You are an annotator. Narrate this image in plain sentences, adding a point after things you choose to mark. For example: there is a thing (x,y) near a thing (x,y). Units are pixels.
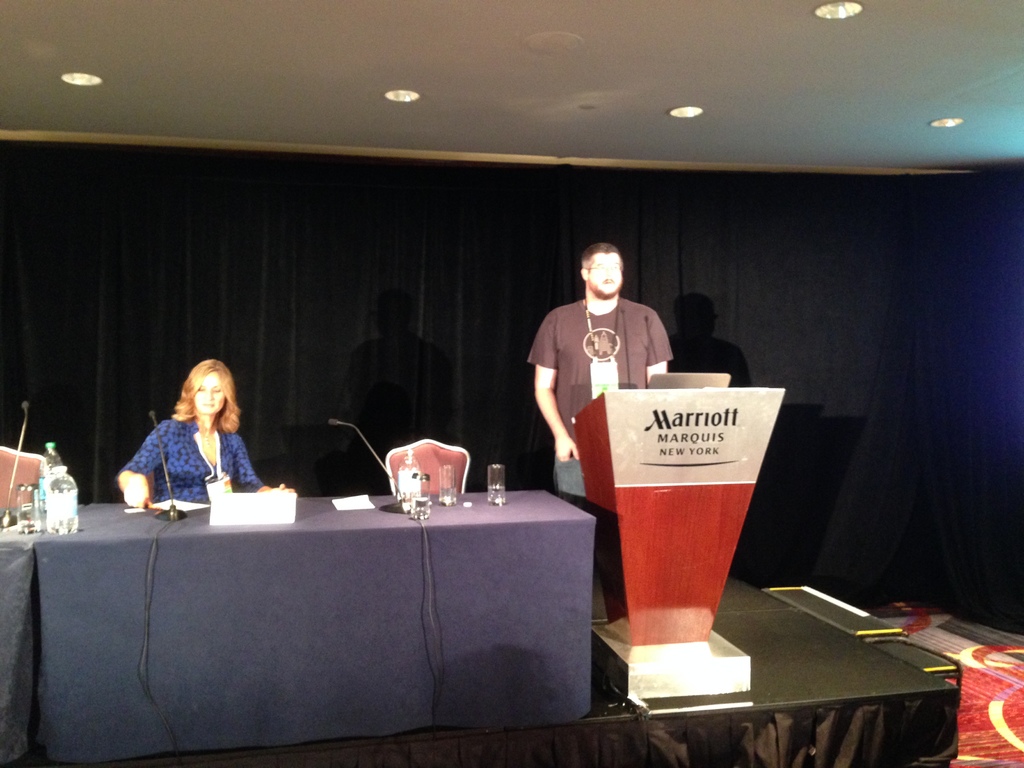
This is the picture of a room (356,742) where we have a dais (730,740) on which there is a lady (202,488) sitting on the chair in front of the table (189,522) on which there is a bottle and some things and a man (542,404) standing in front of the desk (620,472) and behind here is a black curtain (553,464).
